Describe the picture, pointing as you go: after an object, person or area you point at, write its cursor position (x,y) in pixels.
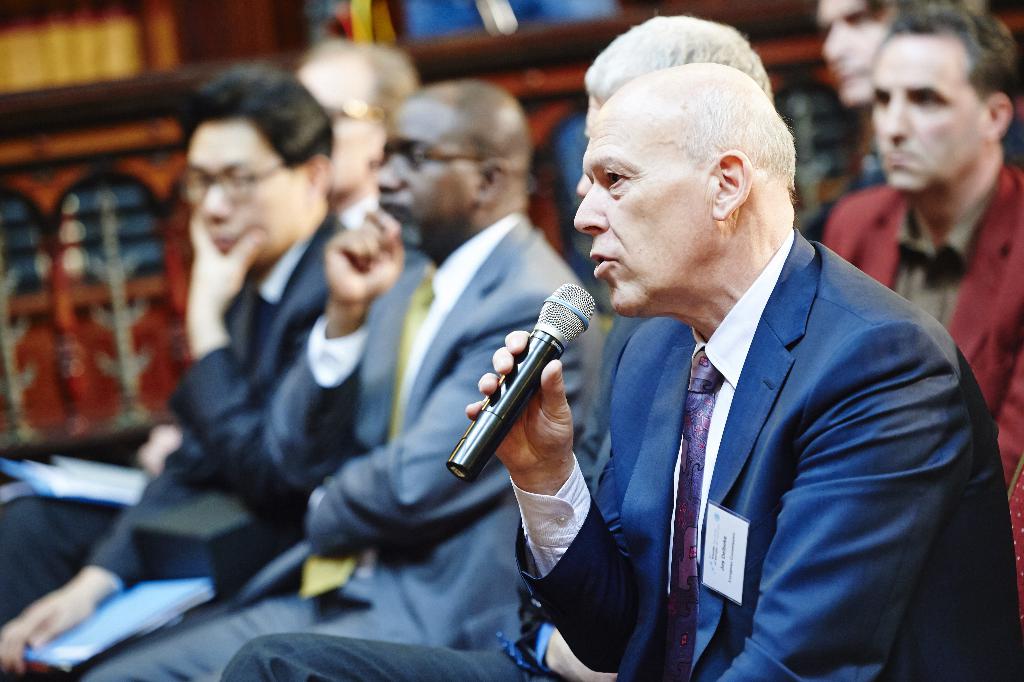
In this picture I can see few people (522,453) seated and couple of them (77,559) holding files (125,629) and I can see a man (611,451) holding a microphone (553,358) in his hand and speaking. looks like few books (158,29) in the bookshelf (123,108) on the back (25,107).
